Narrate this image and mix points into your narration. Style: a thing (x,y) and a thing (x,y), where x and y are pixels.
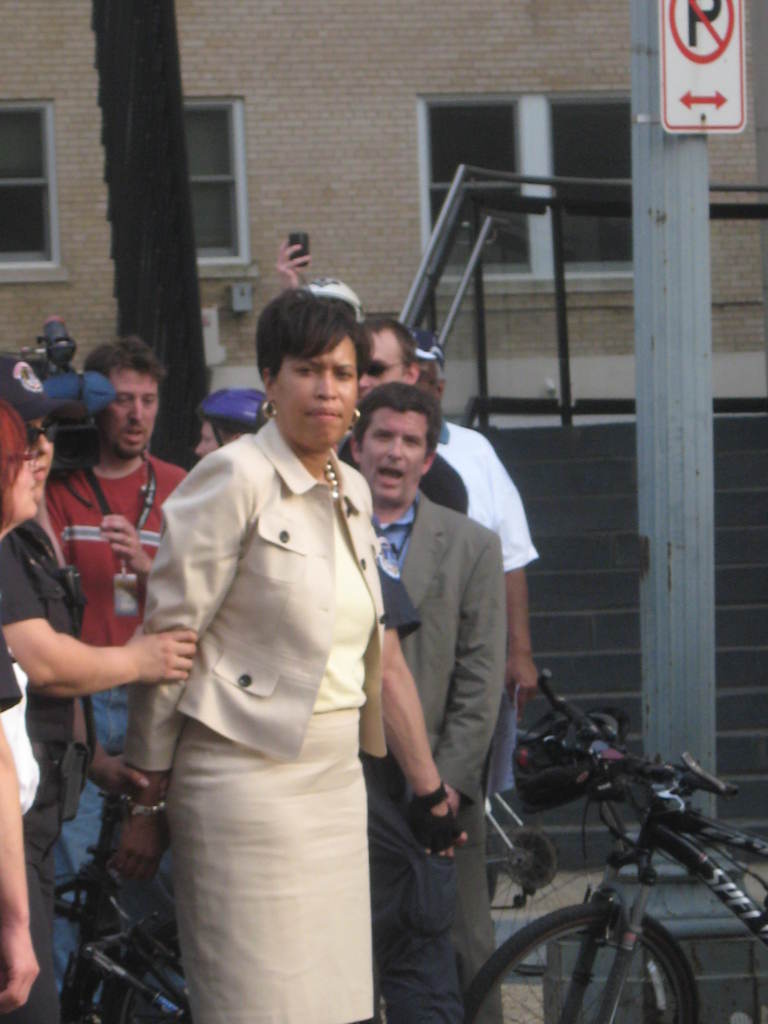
In this image on the left side (130,627) I can see some people (341,645). On the right side (647,846), I can see a bicycle (674,860) and a pillar (666,485). In the background (490,256), I can see a building (371,172) with the windows (431,206).
